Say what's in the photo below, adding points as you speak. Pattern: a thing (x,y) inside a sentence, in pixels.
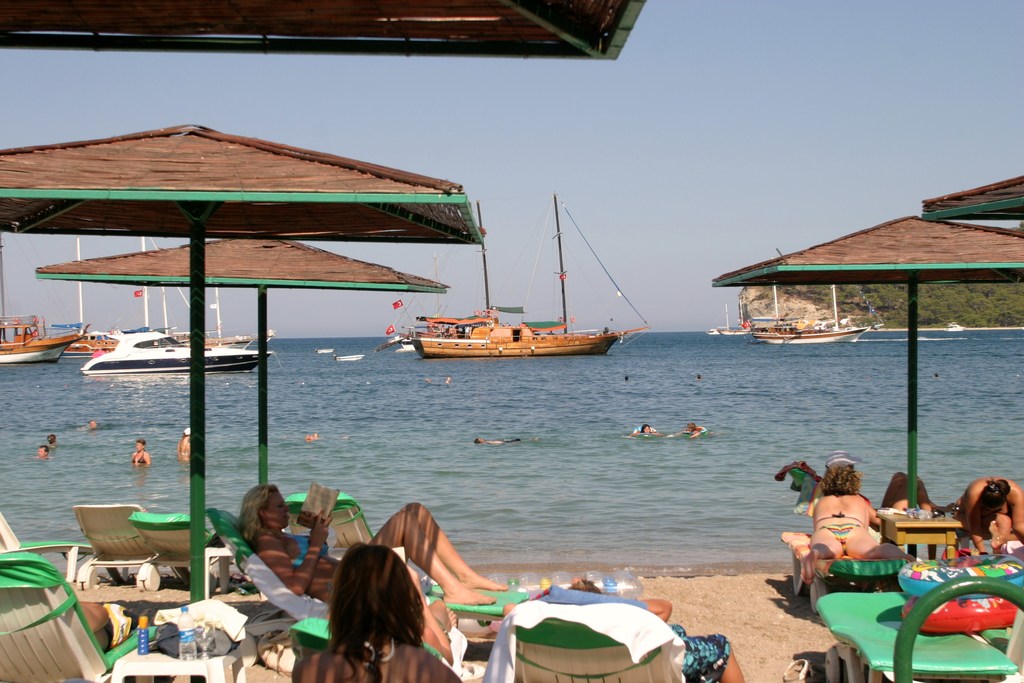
In this image i can see there are group of people (383,582) who are lying on a chair (296,501) and few ships (563,315) on the water (575,427).
